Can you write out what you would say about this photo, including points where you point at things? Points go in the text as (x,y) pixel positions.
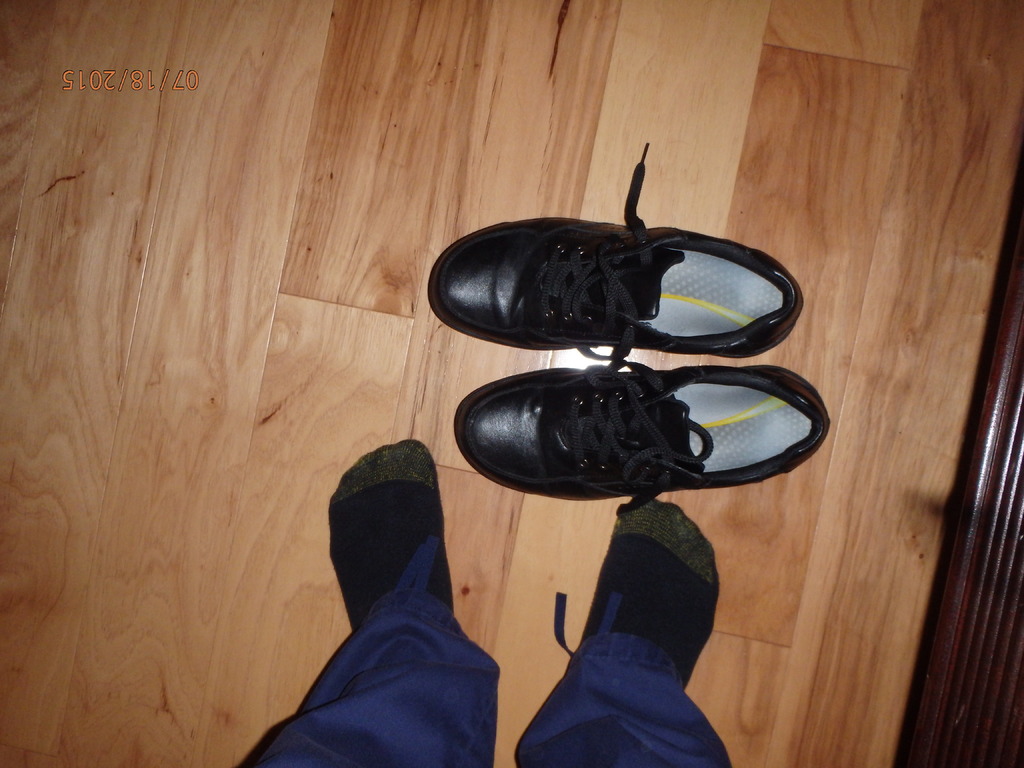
In this image we can see black shoes (634,471), beside here a person (394,577) is standing on the floor (427,421).
